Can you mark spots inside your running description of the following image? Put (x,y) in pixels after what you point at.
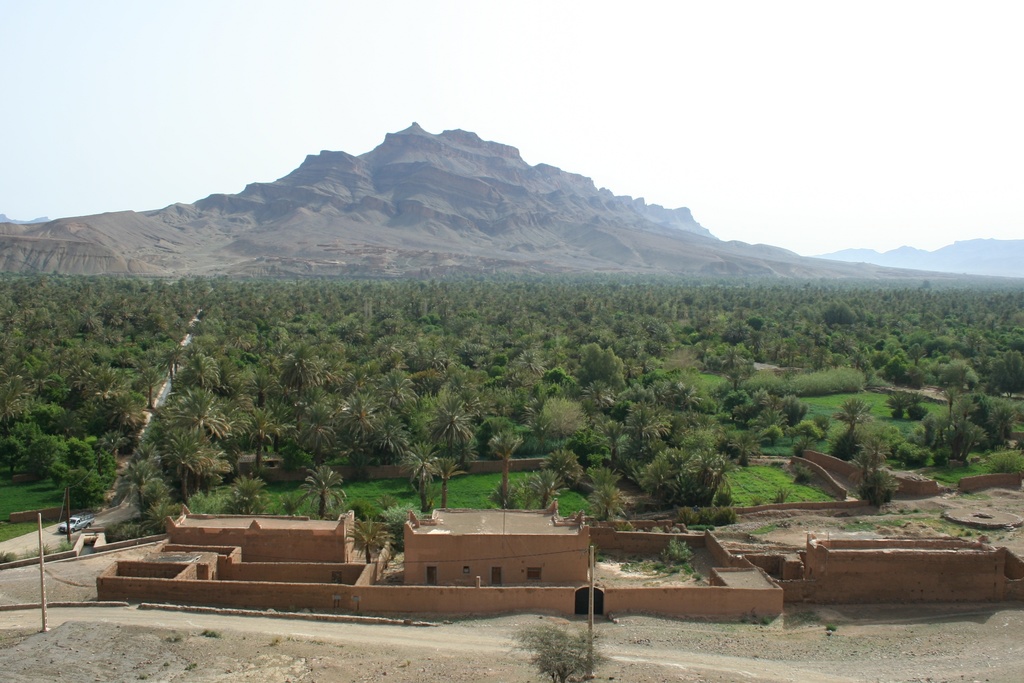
This image is taken outdoors. At the bottom of the image (182,618) there is a ground (307,626). In the background (408,210) there are a few hills (455,240) and there are many plants (267,409) and trees (621,474) on the ground (182,647). In the middle of the image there is a house (445,560) with a few walls (349,577), windows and doors (496,580). A car (76,519) is moving on the road (62,535) and there are two poles (590,598).
